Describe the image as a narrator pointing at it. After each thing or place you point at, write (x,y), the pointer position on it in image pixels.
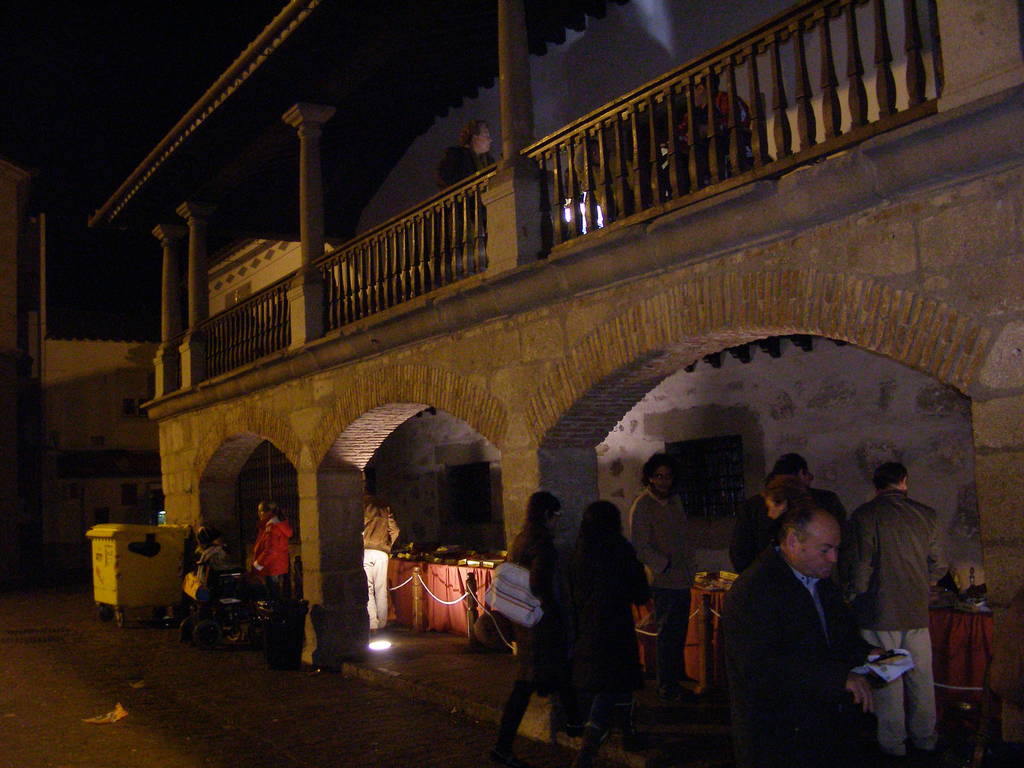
In this image we can see a few people (599,663) walking on the ground (352,677) and a few people (795,594) standing near the table (483,600), on the table (428,605) we can see few objects (953,600). And we can see there are buildings (310,631) with pillars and railing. There are poles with rope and a box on the ground (359,665).
